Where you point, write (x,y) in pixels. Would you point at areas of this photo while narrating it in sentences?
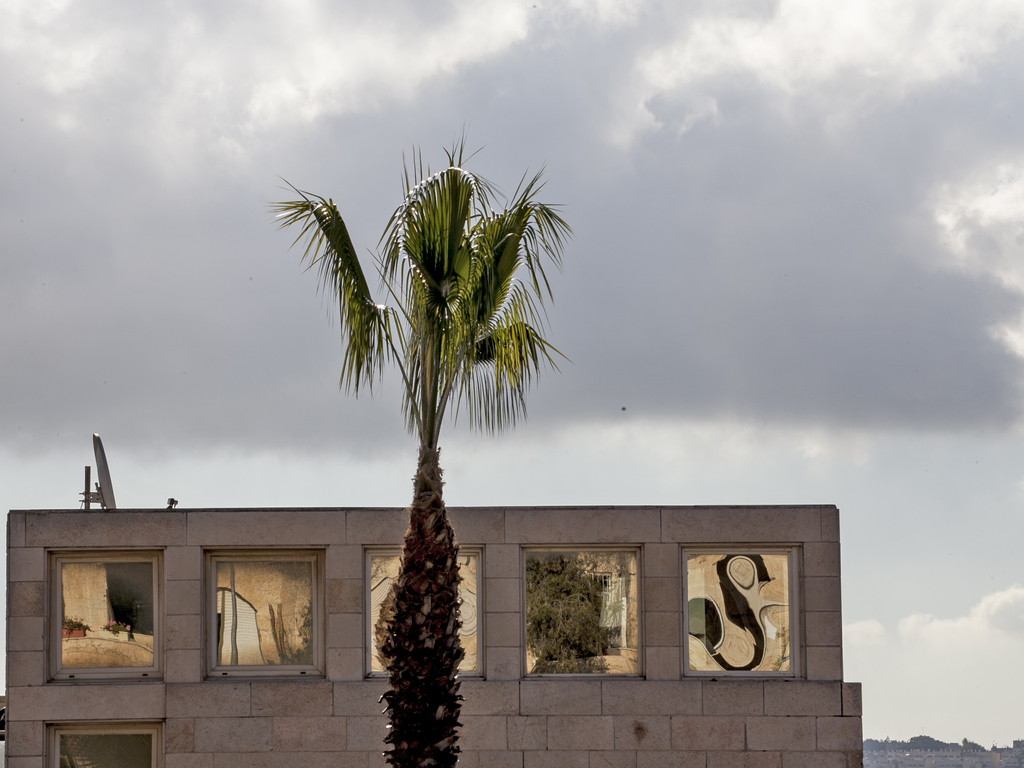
In this picture we can see a tree (434,335) and a building (600,640), in the background (627,445) we can find clouds (802,392).
